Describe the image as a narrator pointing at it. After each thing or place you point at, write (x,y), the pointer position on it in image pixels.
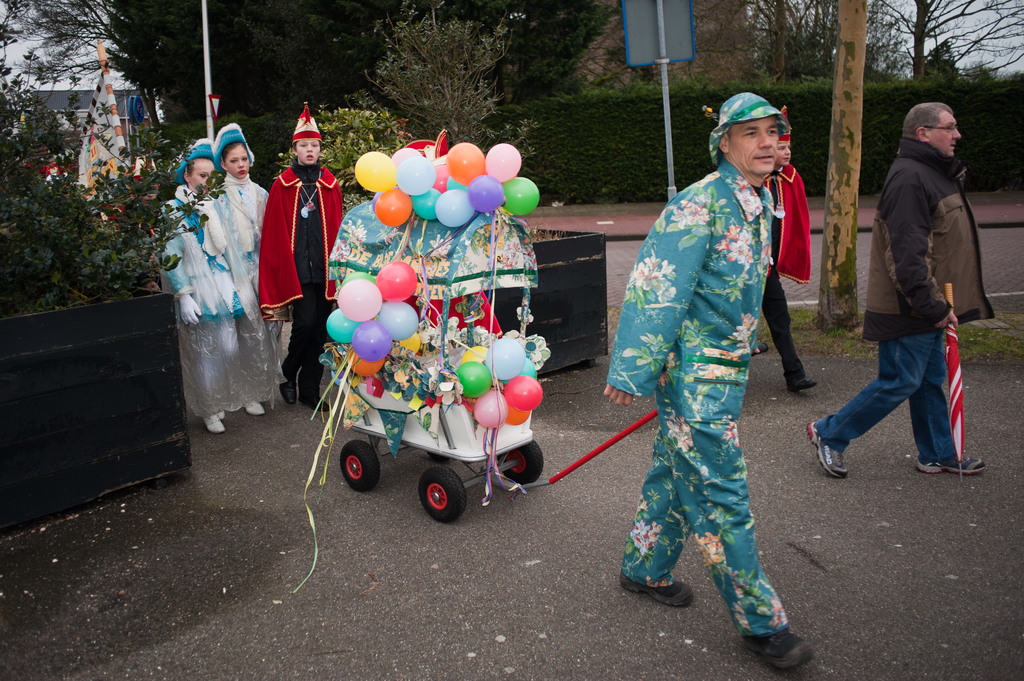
In this image I can see group of people (746,307) walking and I can also see the stroller (377,420) decorated with balloons (505,170) and the balloons (429,164) are in multi color. In the background (306,52) I can see few poles (670,111), trees (403,4) and buildings (124,120) and the sky (927,38) is in white color.
